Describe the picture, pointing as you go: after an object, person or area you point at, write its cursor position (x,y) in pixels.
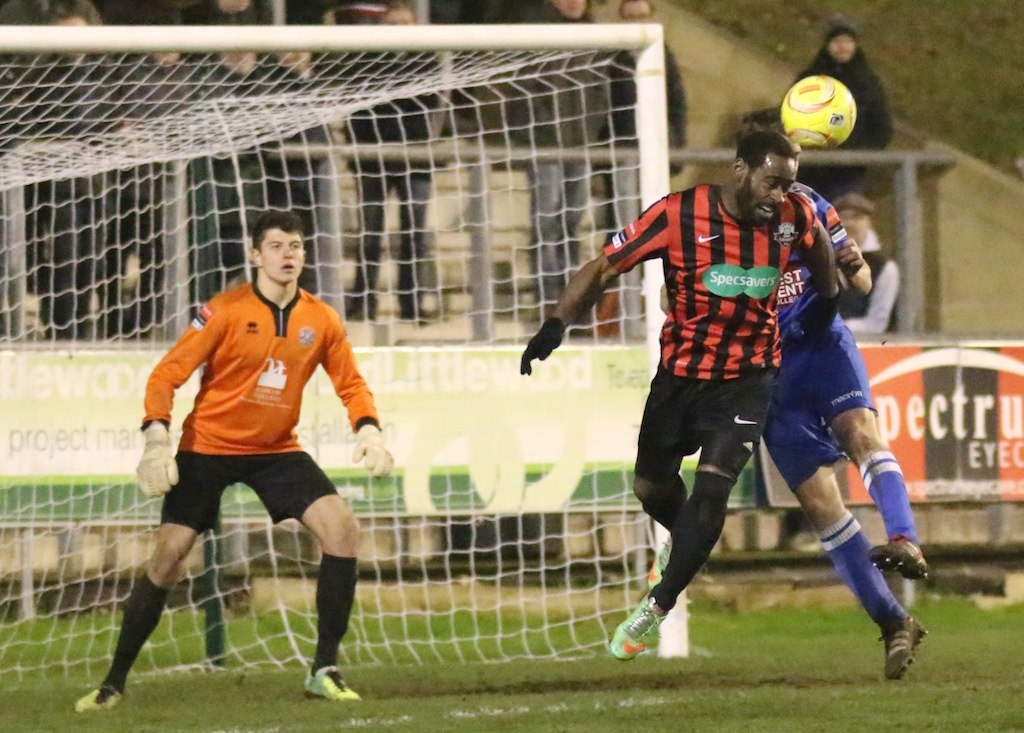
In this image there are three men (276,307) playing football before a net (504,113). A person (821,267) in the red strip shirt (702,207) is hitting a ball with the head (773,172), besides him there is another person (793,313) wearing blue t shirt (802,291), blue shorts (836,359) is stopping him. There is another person (239,308) in the left side (243,313), he is orange t shirt (282,394), black shorts (302,479) and shoes (311,679). There is a grass (517,723) on the ground (813,620). In the background (575,8) there are some people (88,2) watching the match.
